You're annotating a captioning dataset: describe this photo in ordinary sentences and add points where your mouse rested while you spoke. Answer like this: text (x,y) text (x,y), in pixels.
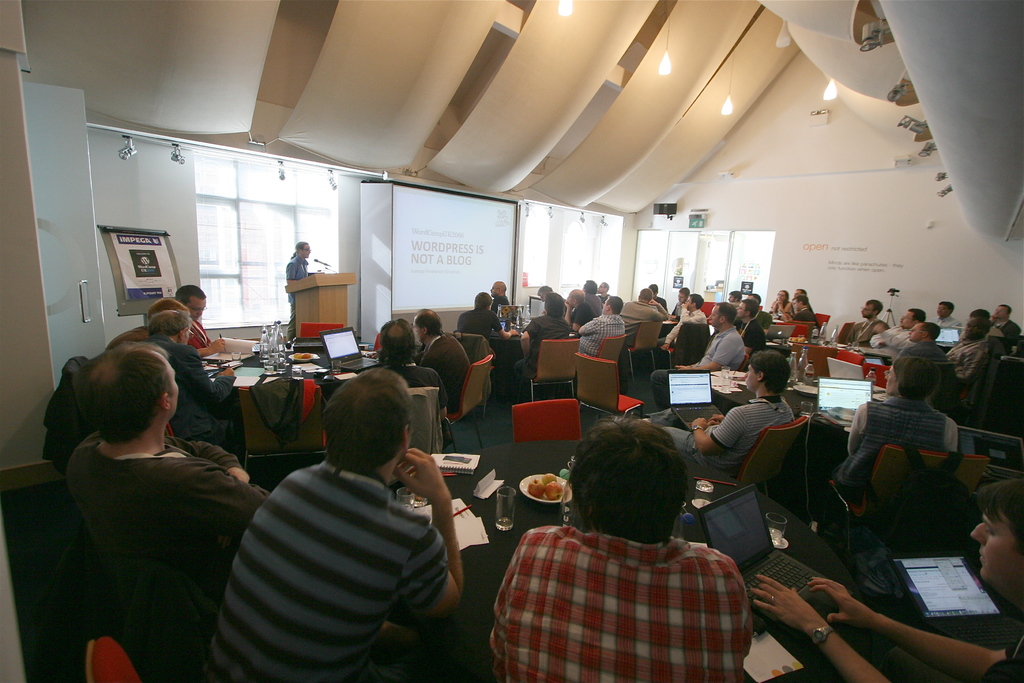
There are groups of people (683,682) sitting on the chairs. Among them few people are holding the laptops (824,388). These are the tables (517,454), which are covered with the black clothes (512,336). I can see the laptops (838,378), bottles (268,353), papers (458,527), plate (554,476) and few other things (794,338) on it. Here is the man (301,252) standing near the podium (314,286). This looks like a door (81,271) with a door handle (87,293). I can see the screen (485,240) with the display (486,240). These are the lights (666,59) hanging. I think these are the banners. This looks like a tripod stand (891,306).
